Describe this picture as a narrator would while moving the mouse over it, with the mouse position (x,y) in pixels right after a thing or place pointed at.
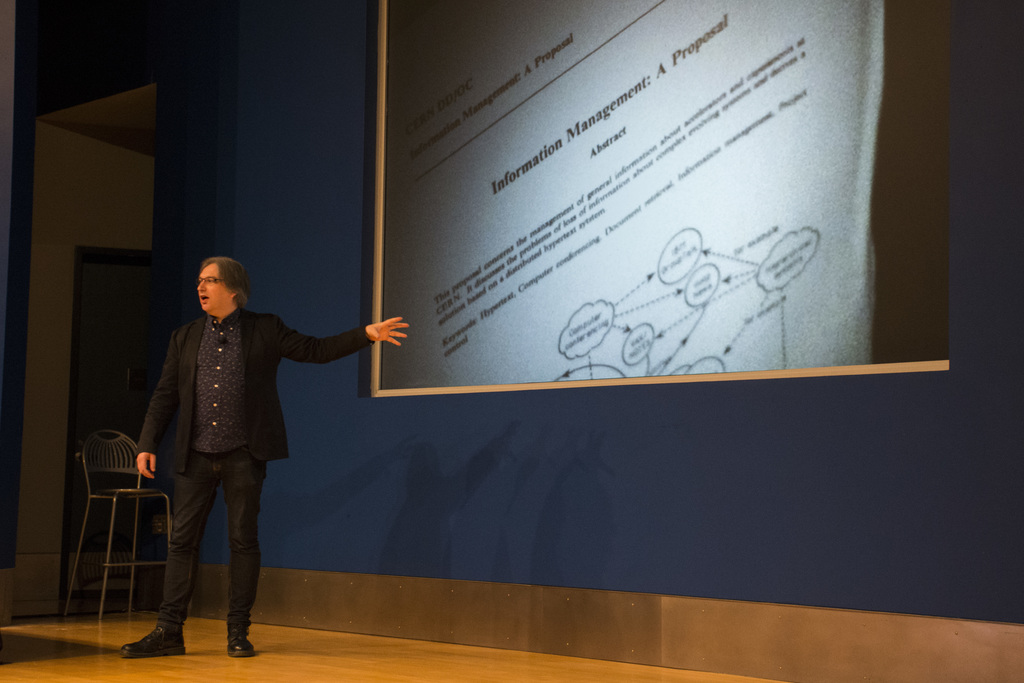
In this picture I can see there is a man (164,387) standing here and he is wearing a black blazer (250,417), and there is a chair (125,469) in the backdrop (512,188) and a screen (423,368) and there is something displayed on the screen (663,293) and there is a wall (342,365).
